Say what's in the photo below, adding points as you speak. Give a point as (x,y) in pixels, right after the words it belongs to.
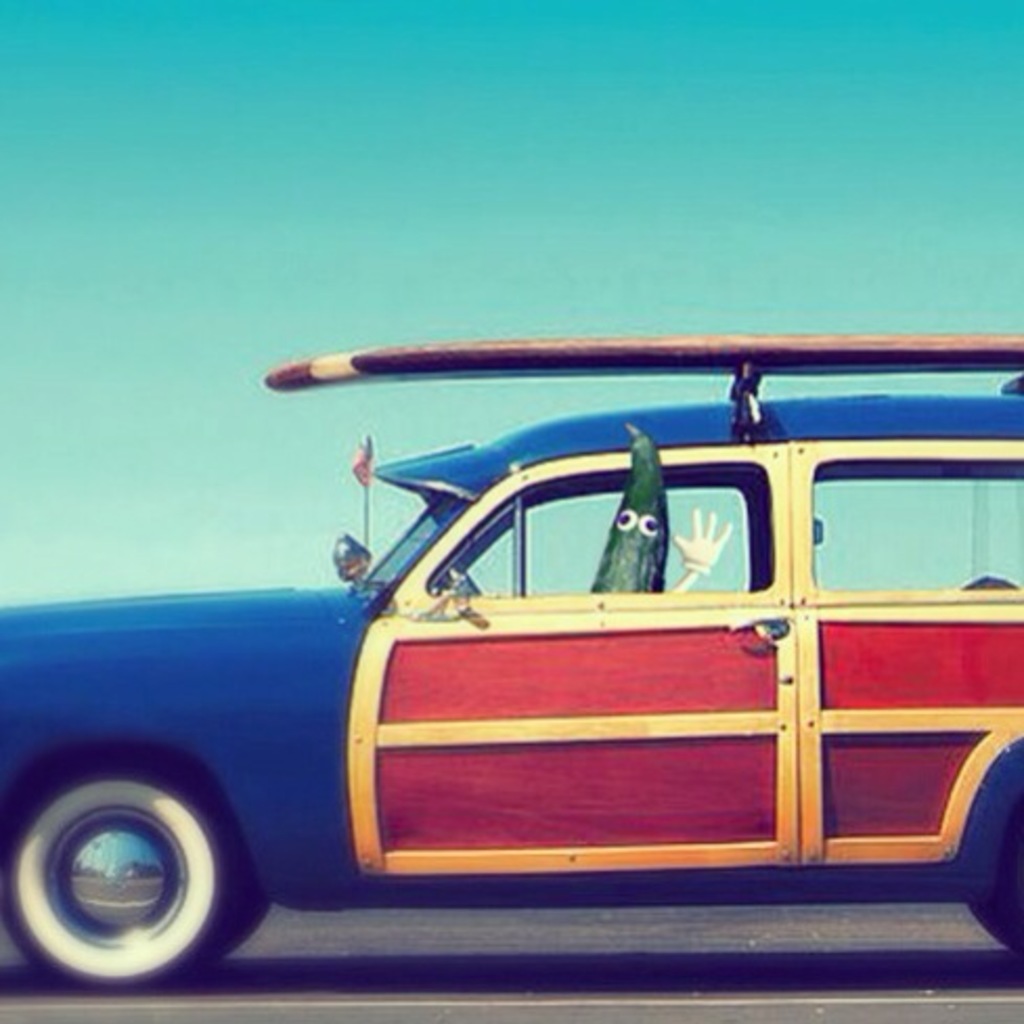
This is an animated image, in this image in the center (556,535) there is one car (575,792), in the car (259,758) there is one toy (638,504). And in the background (415,250) there is sky (581,248).
